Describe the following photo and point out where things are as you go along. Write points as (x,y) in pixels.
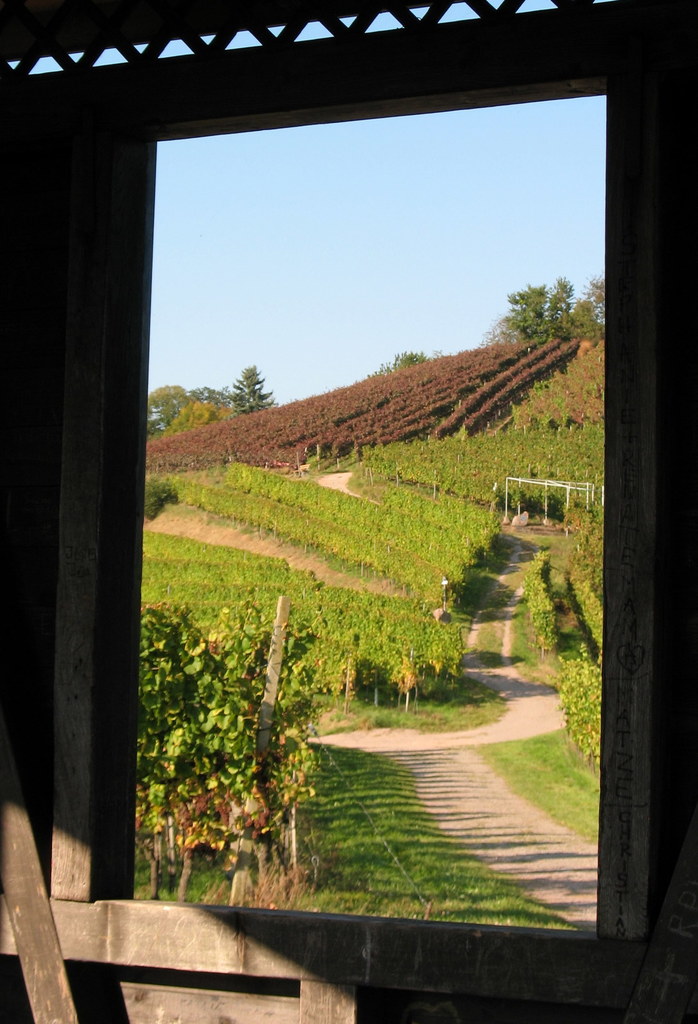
In this image there is a wooden wall (434,973) with a window (458,777) through which we can see there are plants (276,736), trees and some structures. In the background (372,250) there is the sky (332,322).
